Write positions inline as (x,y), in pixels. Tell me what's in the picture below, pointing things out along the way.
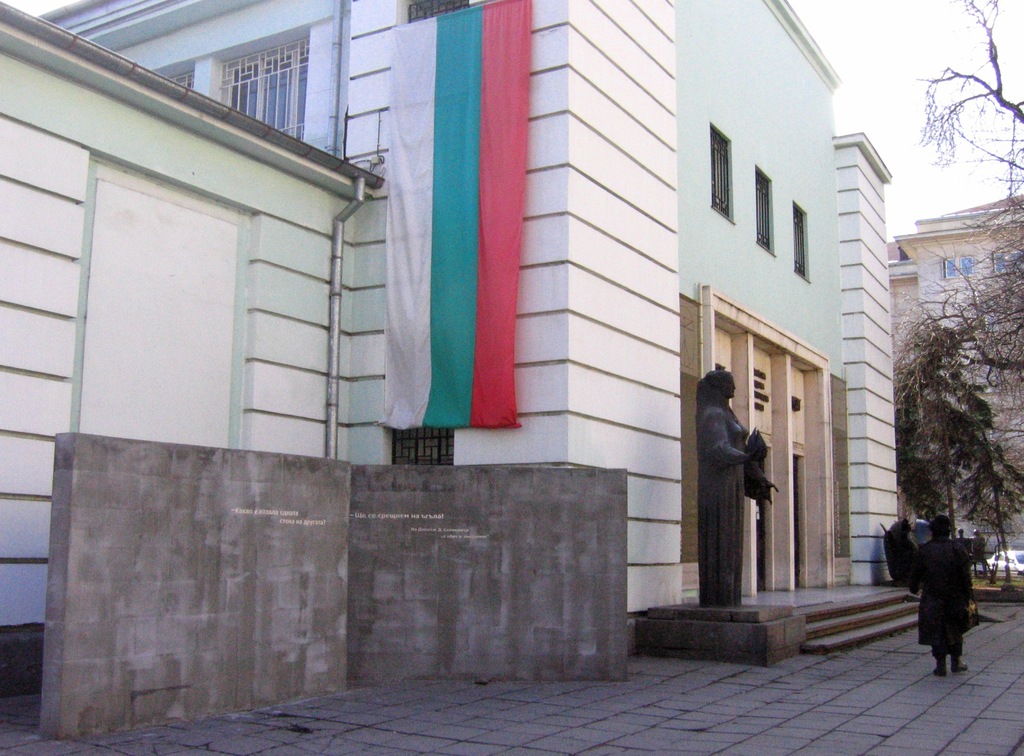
This is outside view. On the right side (961,577) there is a person (927,619) walking on the ground (930,714) towards the back side (942,604). In the middle of the image (527,329) there are few buildings (966,300). In front of this building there is a statue (729,477) of a person (718,525). On the left side (154,597) there is a wall (336,623). Here I can see a flag (463,222) hanging to wall (567,95). On the right side (939,335) there are trees (951,372). At the top of the image (904,55) I can see the sky (909,55).
